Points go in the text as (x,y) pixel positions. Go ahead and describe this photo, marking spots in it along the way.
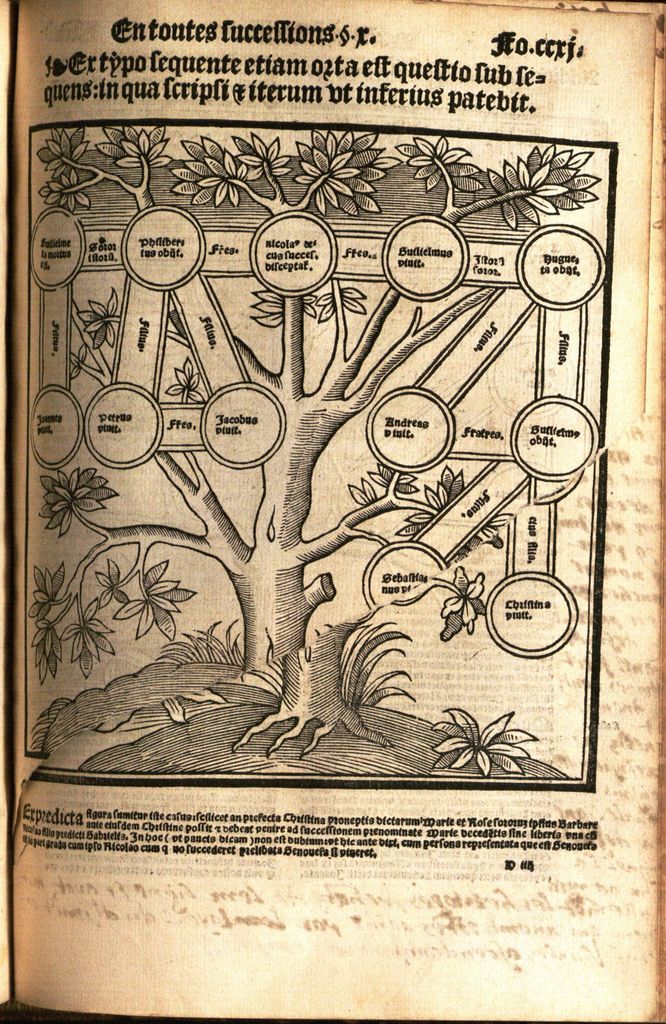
In this picture there is a book (367,10). In the book (213,207) there is a drawing (232,283) of a tree (266,537). At the bottom (469,834) there is text (304,830). At the top (278,73) there is text (359,66). In the center of the picture (406,438) there is a flowchart (215,275).
